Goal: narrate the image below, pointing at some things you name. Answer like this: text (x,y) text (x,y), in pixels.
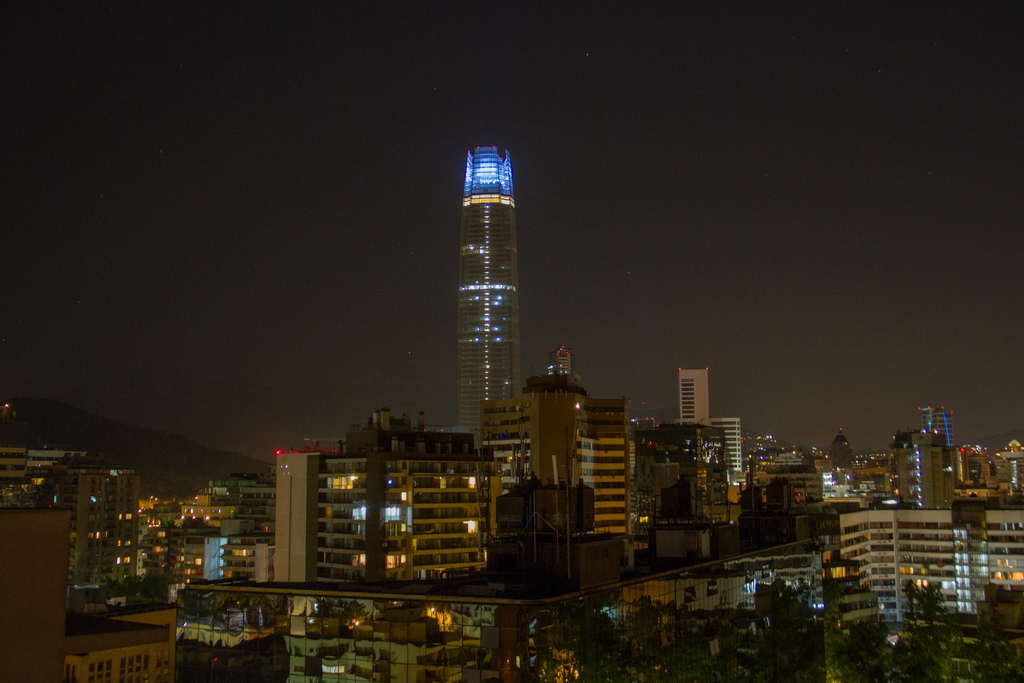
In the image we can see there are buildings (612,481) and trees (901,664). This is a tower (500,276), lights (488,247) and a pale dark sky (269,217).
